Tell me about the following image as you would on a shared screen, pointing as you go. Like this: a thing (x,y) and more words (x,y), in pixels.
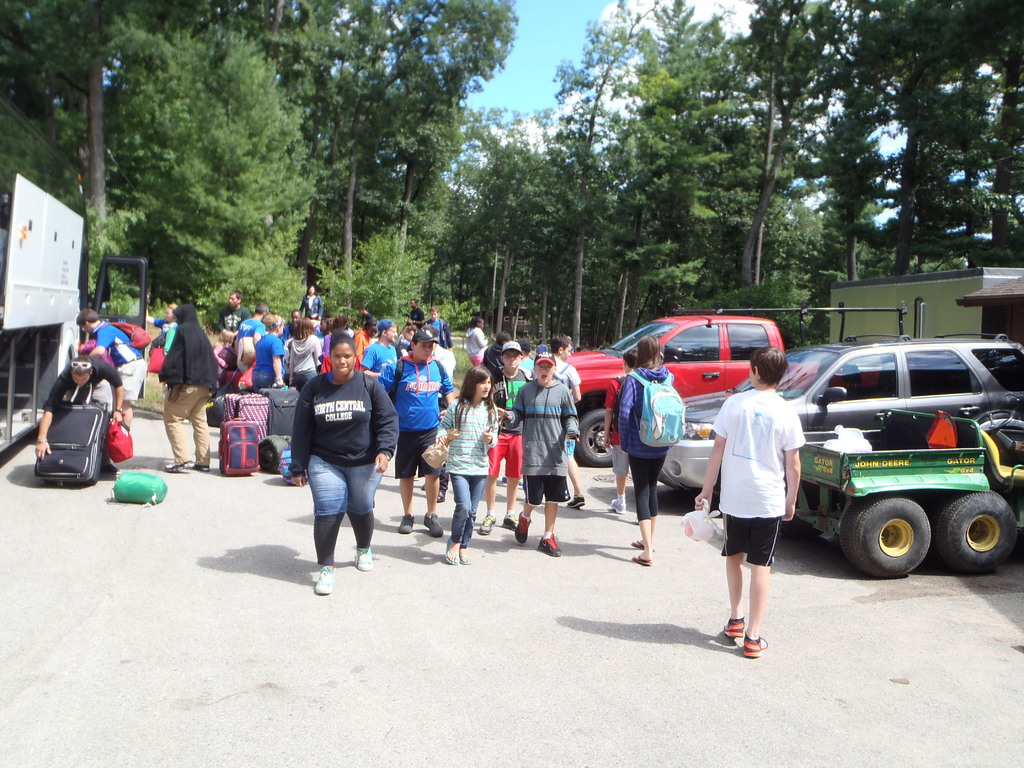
In this picture we can see a group of people (353,459), bags (63,470), vehicles (982,375) on the ground (586,574) and some objects (107,258) and in the background (190,174) we can see trees (617,127) and the sky (572,41).
